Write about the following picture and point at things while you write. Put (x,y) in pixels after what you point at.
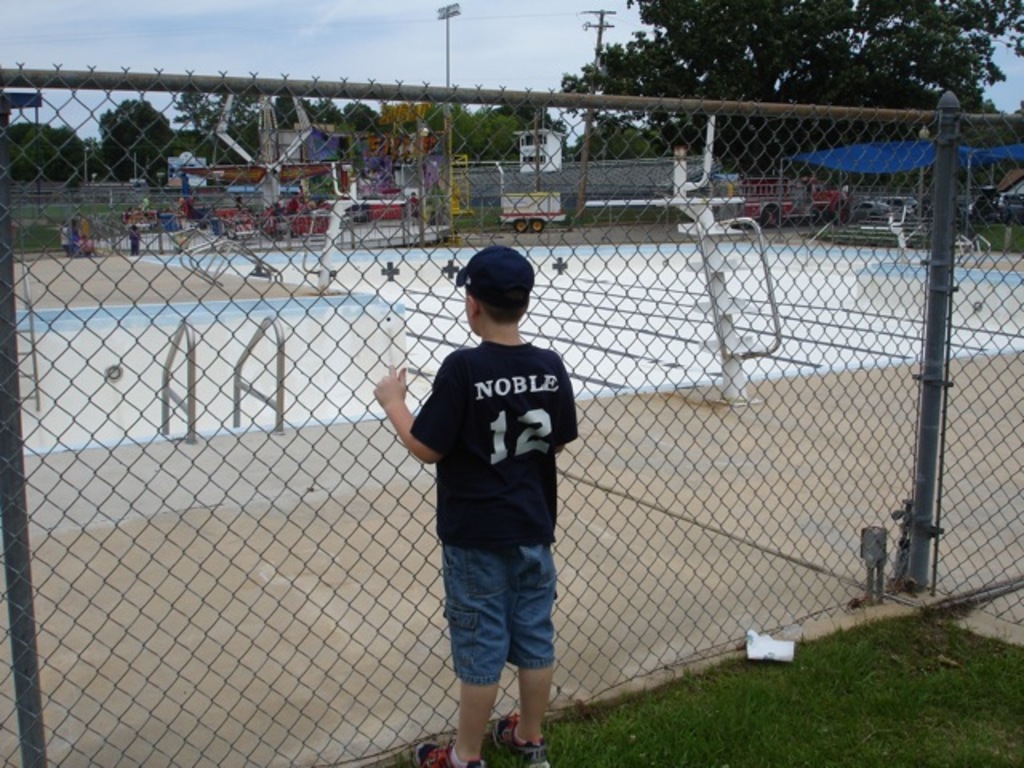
In this image I can see the person (451,578) standing and wearing the black and blue color dress (452,522) and also the cap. He is holding the railing (199,362). In the back (226,422) I can see the empty pool (326,346) and some game rides (239,230). I can also see few people (179,217) in-front of the rides (253,206). In the background (786,196) I can see the vehicles (752,215) and the blue color tent (848,159). I can also see the trees (830,38) and the sky (388,35) in the back (405,39).
